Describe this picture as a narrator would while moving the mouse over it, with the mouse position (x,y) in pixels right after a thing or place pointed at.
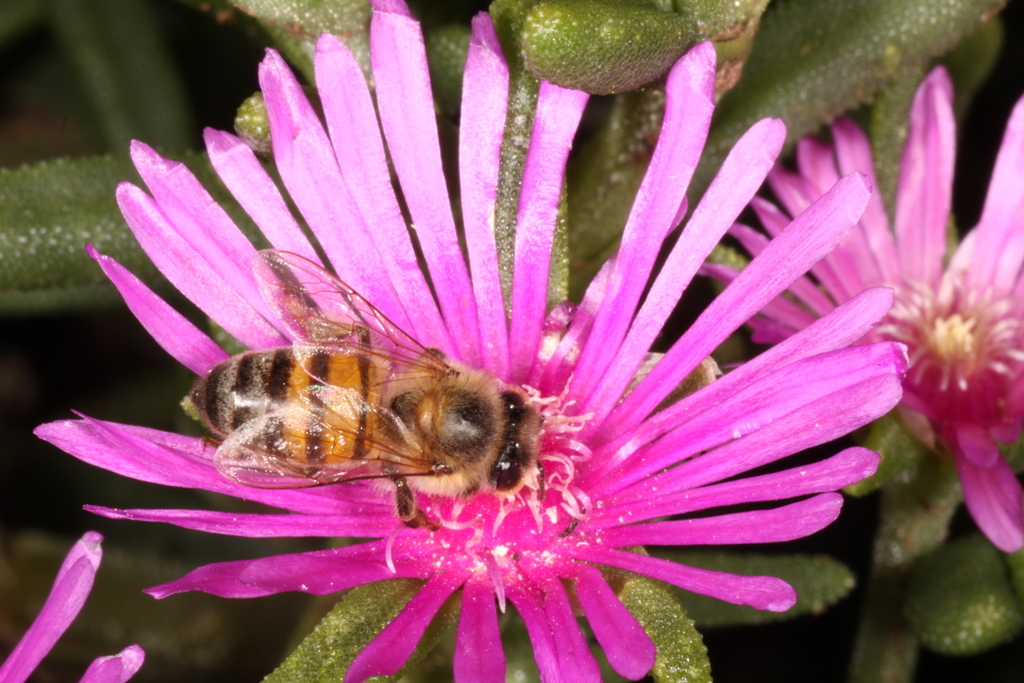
In this image we can see a flower (473,264) and leaves (666,639) of a plant (648,234). On the flower (553,537) there is a honey bee (471,431).
